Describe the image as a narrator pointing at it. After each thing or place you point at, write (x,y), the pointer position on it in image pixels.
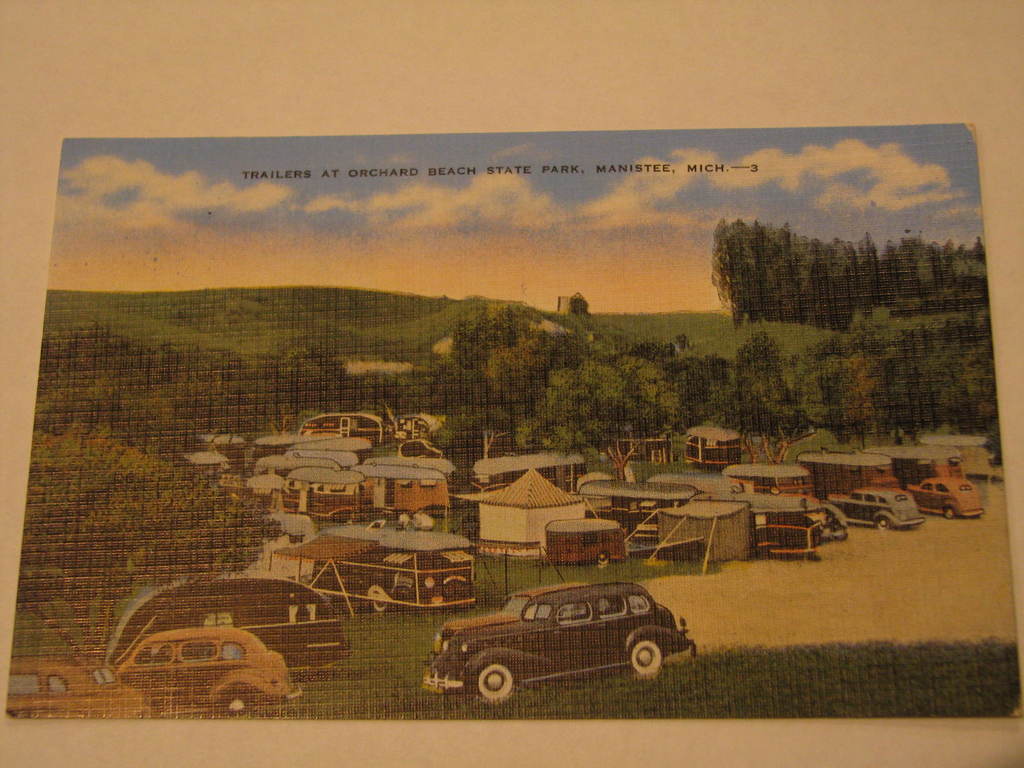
In this picture there is a board (437,185). On the board (390,510) there are pictures (562,397) of vehicles (537,597) and tents (531,548) and trees (147,419) and there are mountains (166,367). At the top (392,225) there is sky (411,191) and there clouds (466,200) and there is text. At the bottom (831,600) there is grass (781,651) and mud (867,636). At the back (457,68) it looks like a wall (416,56).
